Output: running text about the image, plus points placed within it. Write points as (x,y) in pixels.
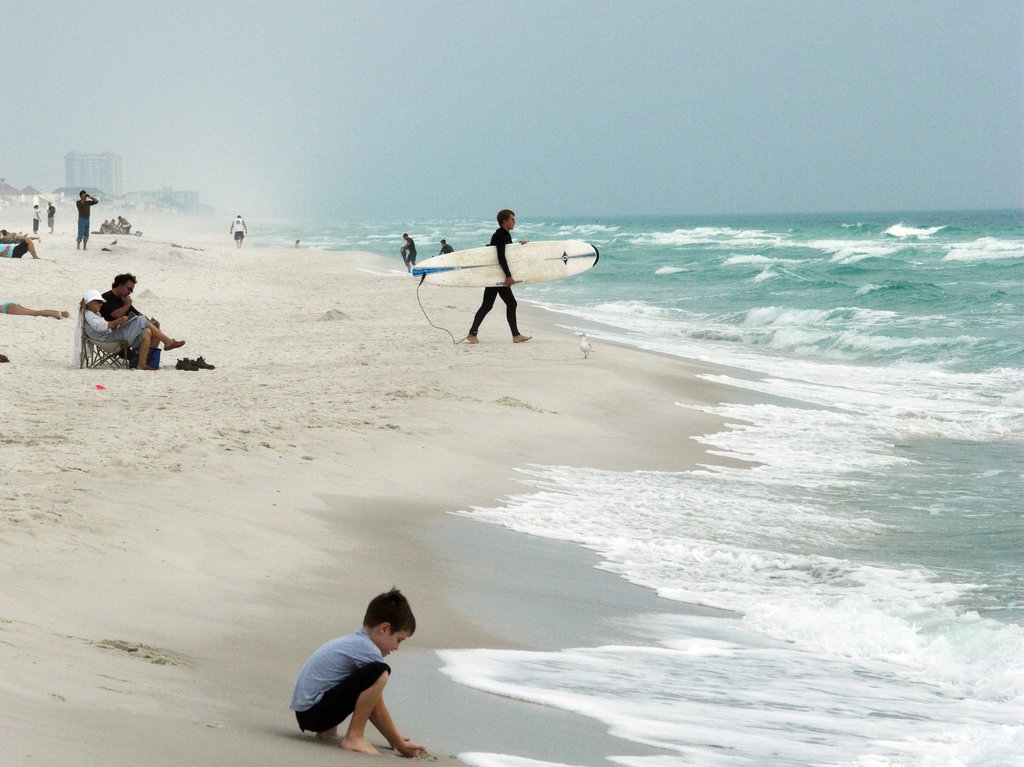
In this picture I can see there is a ocean (833,540) on to right (701,399) and there is sand (129,470) on to left (209,756), there is a boy (369,748) sitting here and he is playing with sand (428,373) and there is a person (506,303) behind, holding the surfing board (496,270) and moving towards the ocean (797,332) and there are two people (113,315) sitting on the chairs (109,341) at left (97,325) and there are few more people (241,234) walking, few are lying on the sand (118,248) and in the backdrop (89,180) there is a building (109,178) and the sky (120,152) is hazy.
